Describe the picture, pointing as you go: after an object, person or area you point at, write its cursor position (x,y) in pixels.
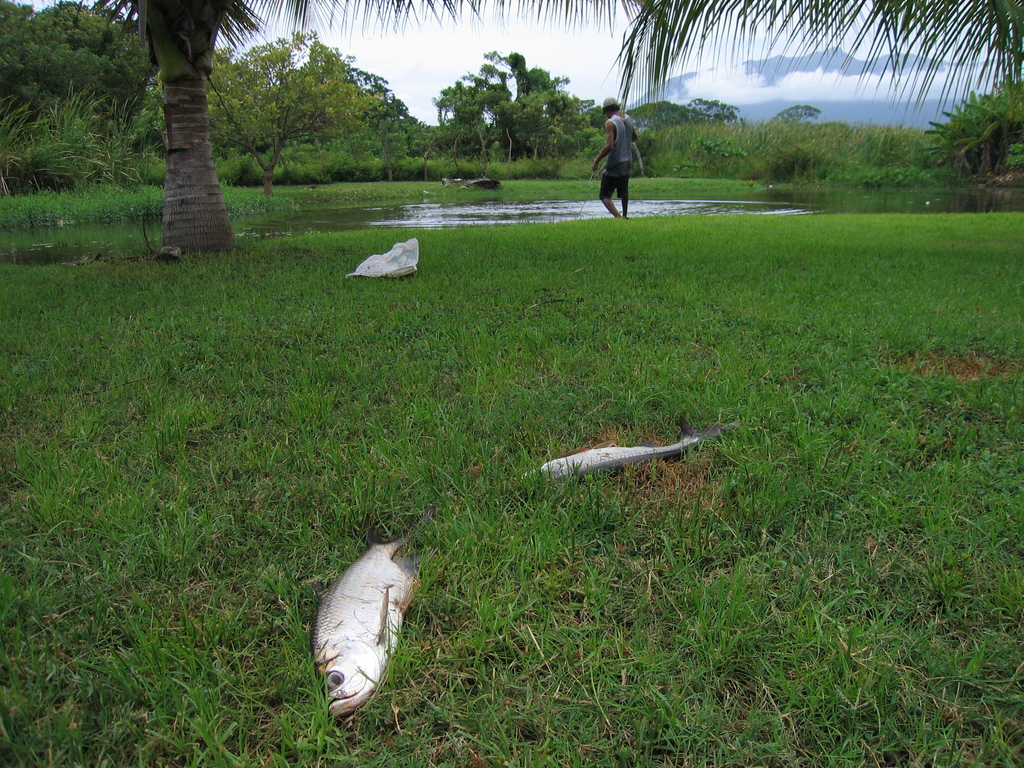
At the bottom of the image (339,666) we can see the fishes (331,676) are present on the ground (412,453). In the background of the image (419,281) we can see the trees (570,128), water (510,205), bag (410,251), grass (449,357) and a man (611,164) is standing and wearing a hat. At the top of the image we can see the clouds (575,76) are present in the sky (758,27). At the bottom of the image (639,634) we can see the ground (385,480).
